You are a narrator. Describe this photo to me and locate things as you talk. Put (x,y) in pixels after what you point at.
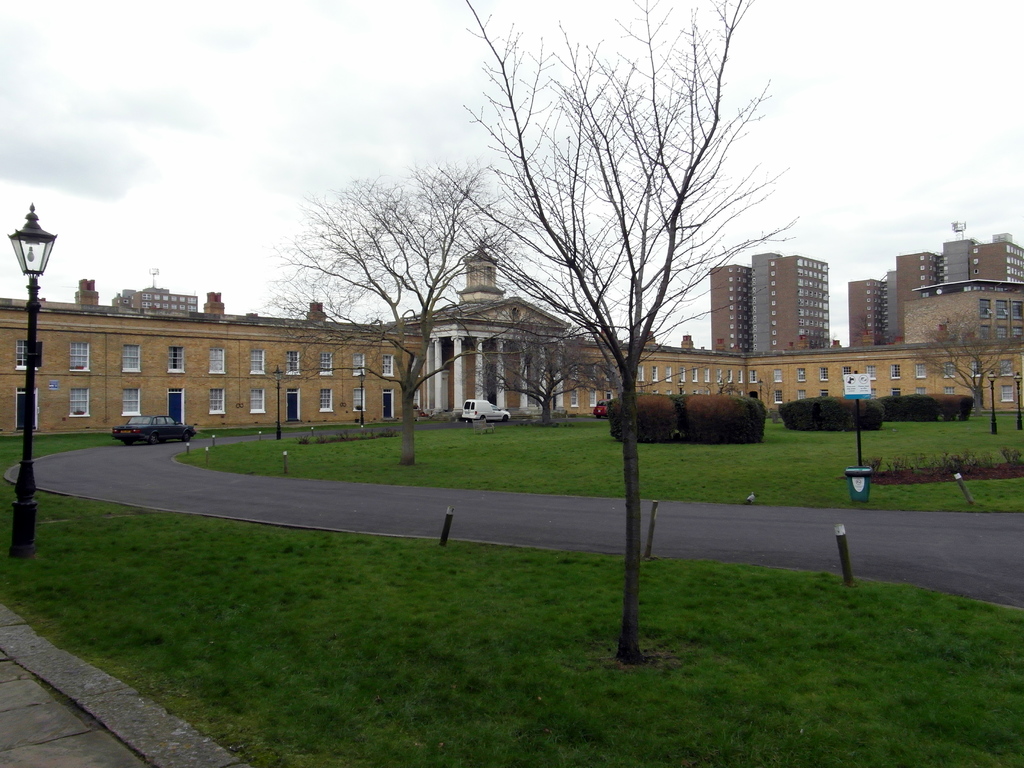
In this picture we can see grass (816,481), few trees (631,362), poles (22,487) and lights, on the right side of the image (851,482) we can see a dustbin (859,480) and a sign board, in the background (213,391) we can find few vehicles (187,439), buildings (199,402) and clouds (537,178).
